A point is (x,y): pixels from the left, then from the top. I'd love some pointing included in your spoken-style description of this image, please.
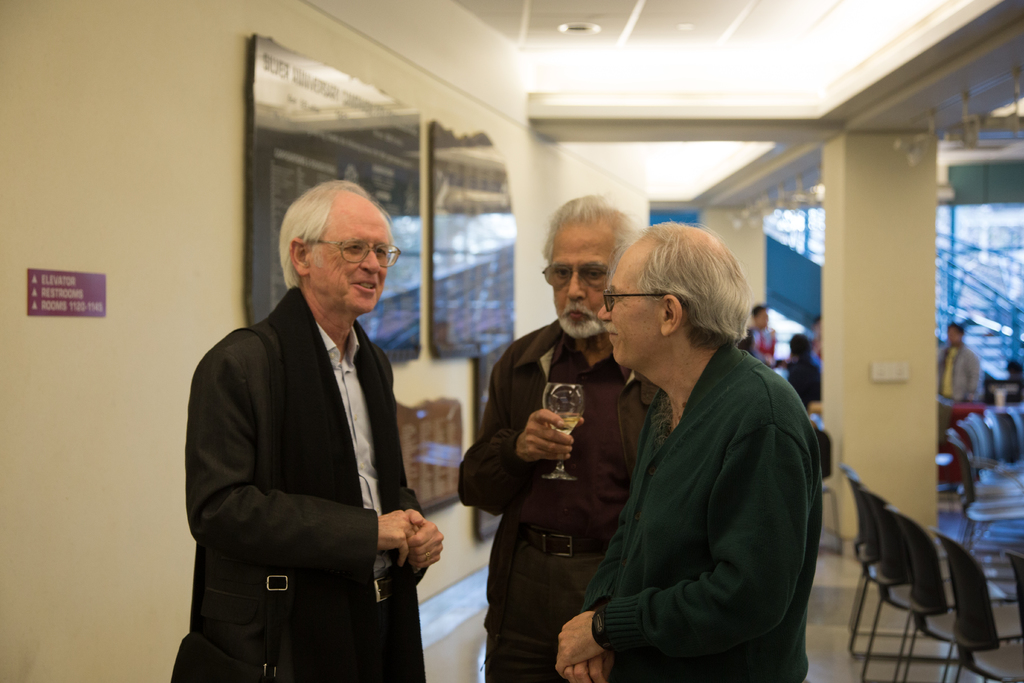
There are three old men (538,432) standing and talking to each other and the guy (575,365) in the middle (544,426) is holding a glass (558,407) in his hand (540,455). All the three of them are wearing a spectacles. In the background (404,203) there is a board (452,215). And we can see some people (796,342) roaming there. And a pillar (868,330) here. There are some lights (697,79) in the ceiling (605,62).
